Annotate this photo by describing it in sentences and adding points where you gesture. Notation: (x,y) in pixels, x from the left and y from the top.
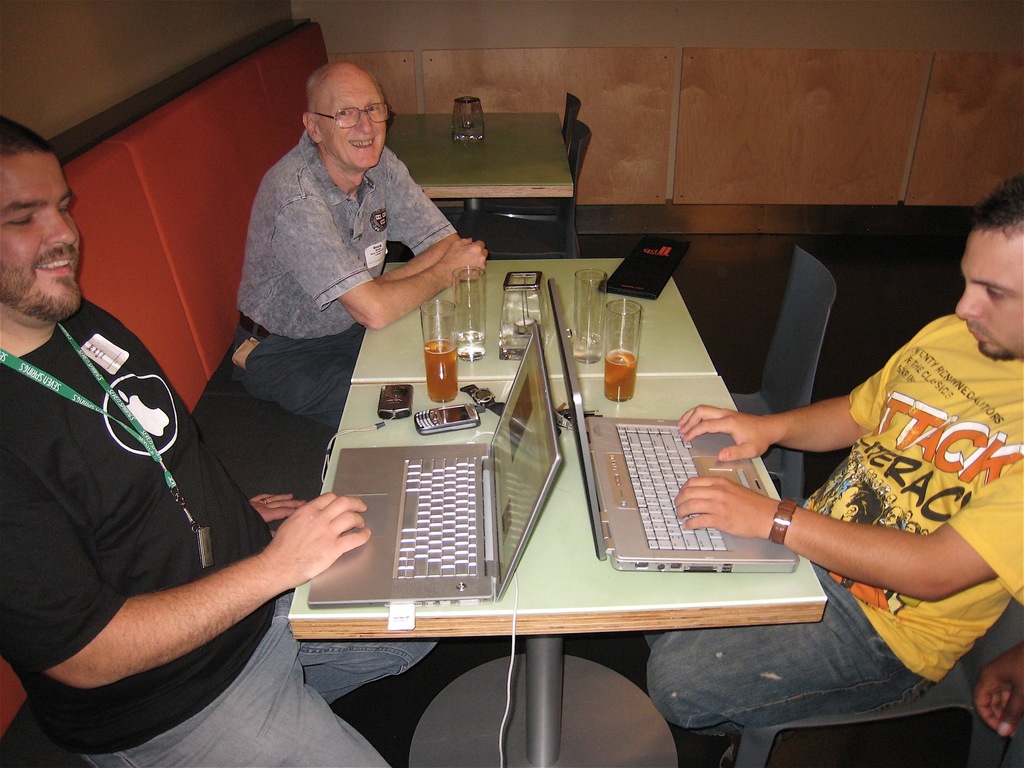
This picture is clicked inside a room (84,13). There are three men (272,205) in this room (1016,456), two sitting on the sofa (128,167) and one on the chair (1013,629). On the right corner of the picture (861,477), we see man (948,468) in yellow t-shirt (945,429) is operating laptop (690,537). Opposite to him, we see a man (170,469) in black t-shirt (132,496) wearing ID card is also operating a laptop (461,490) and he is smiling. Beside him, we see an old man (327,215) in grey t-shirt (336,226) is laughing and in front of them, we see a table (405,349) on which glass (458,325), mobile phone (451,412), laptop (516,504), watch (476,400) and book (643,277) is placed on it. Behind them, we see another table (517,142) which is green in color and behind the table (489,131), we see a wall (912,107) it is brown in color.
